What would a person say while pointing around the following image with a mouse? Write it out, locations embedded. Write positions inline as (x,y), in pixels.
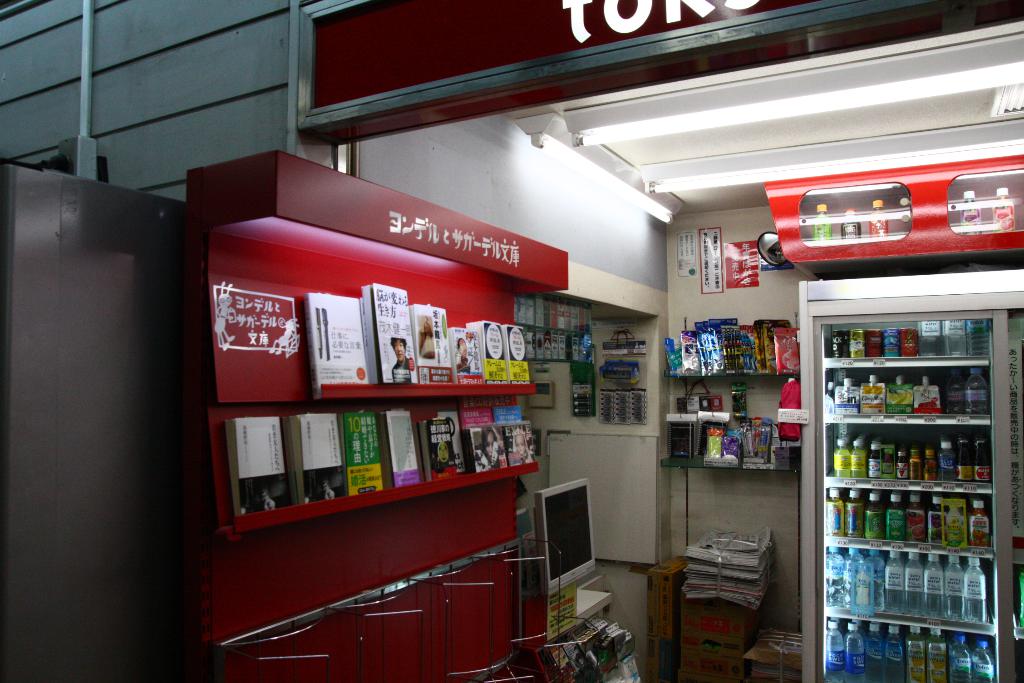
In this picture I can observe a refrigerator (907,480) in which drinks (889,670) and water bottles (900,589) are placed on the right side (925,330). In the middle of the picture (371,374) I can observe some books (275,457). In the top of the picture (588,171) I can observe tube lights (783,110). In the bottom of the picture (583,528) I can observe monitor (568,534).
